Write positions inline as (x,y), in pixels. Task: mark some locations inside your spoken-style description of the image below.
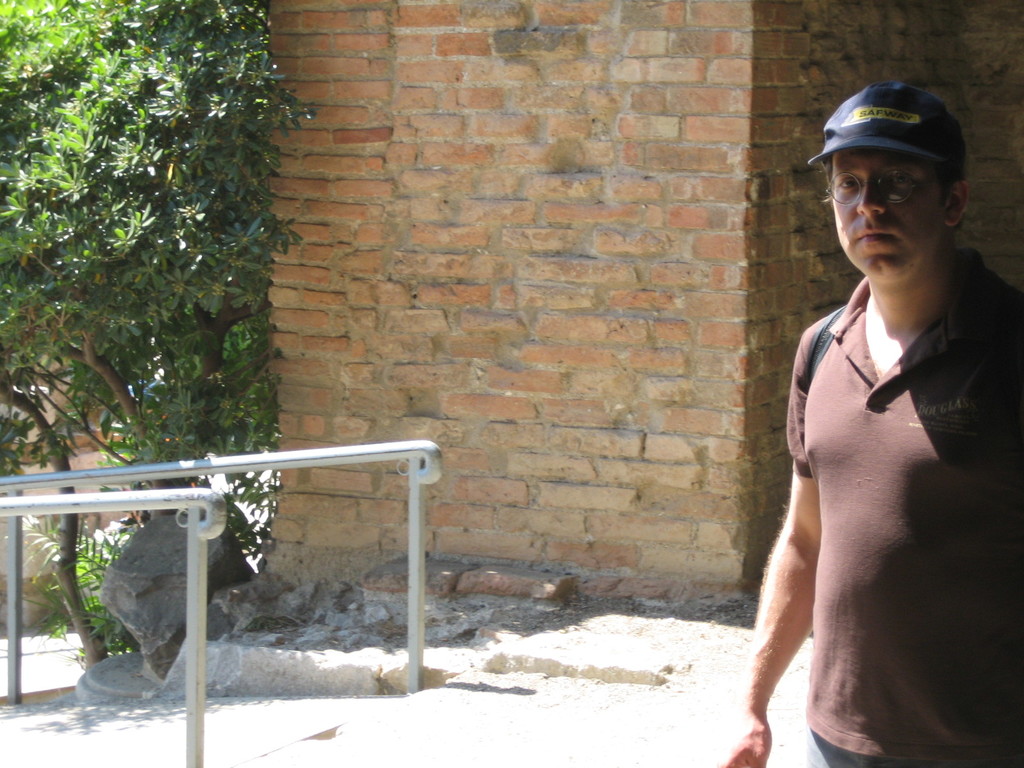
On the right side of the image (843,543) we can see one person (918,518) is standing. And we can see he is wearing glasses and a cap (938,147). In the background (644,129) there is a brick wall (646,142), plants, fences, stones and a few other objects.
